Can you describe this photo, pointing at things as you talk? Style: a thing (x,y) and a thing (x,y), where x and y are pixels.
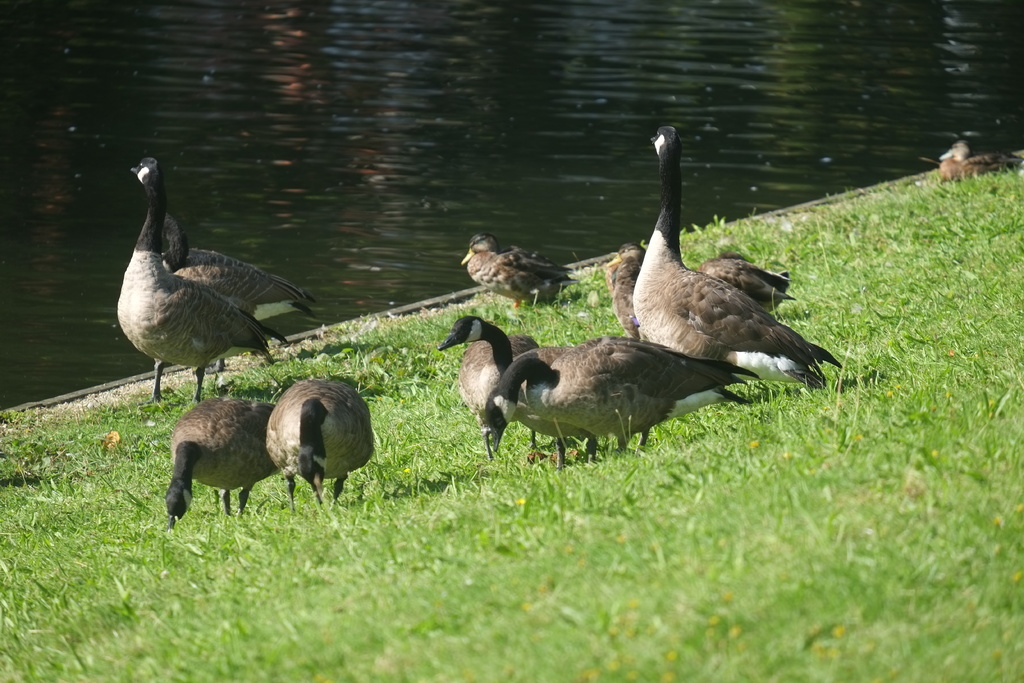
As we can see in the image there is grass (929,438), birds (285,443) and water (427,203).
